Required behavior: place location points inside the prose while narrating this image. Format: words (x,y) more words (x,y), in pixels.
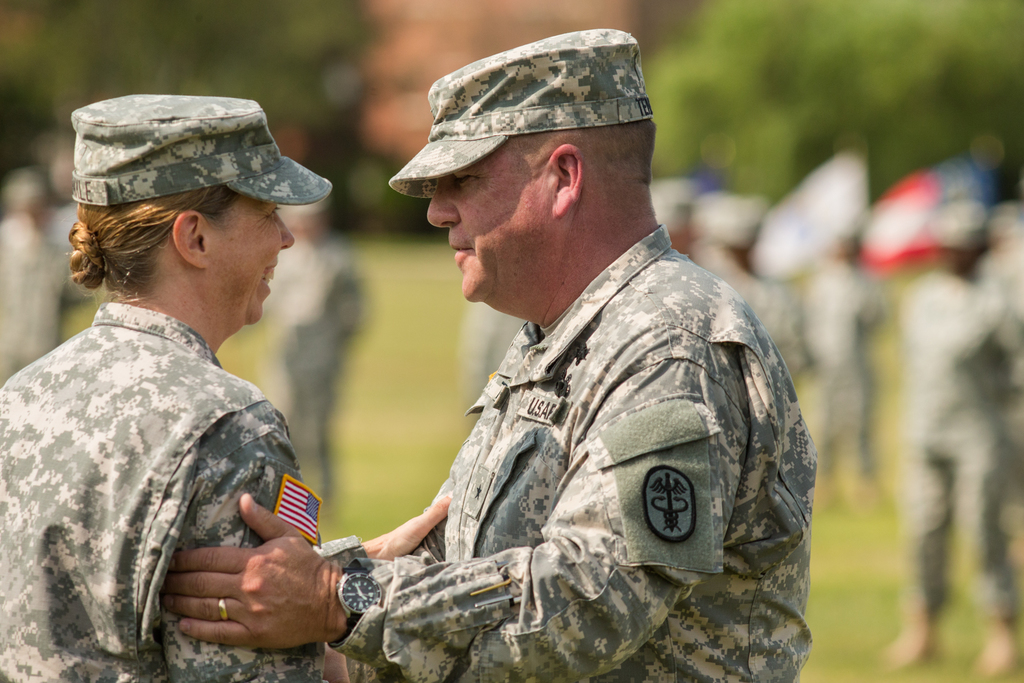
This image is taken outdoors. In this image the background (61,318) is blurred. In the background (316,444) a few people (809,349) are standing on the ground (956,632). On the left side of the image (130,254) a man (606,425) and a woman (166,360) are standing on the ground (399,432). They have worn uniforms (533,457) and caps (490,113).
